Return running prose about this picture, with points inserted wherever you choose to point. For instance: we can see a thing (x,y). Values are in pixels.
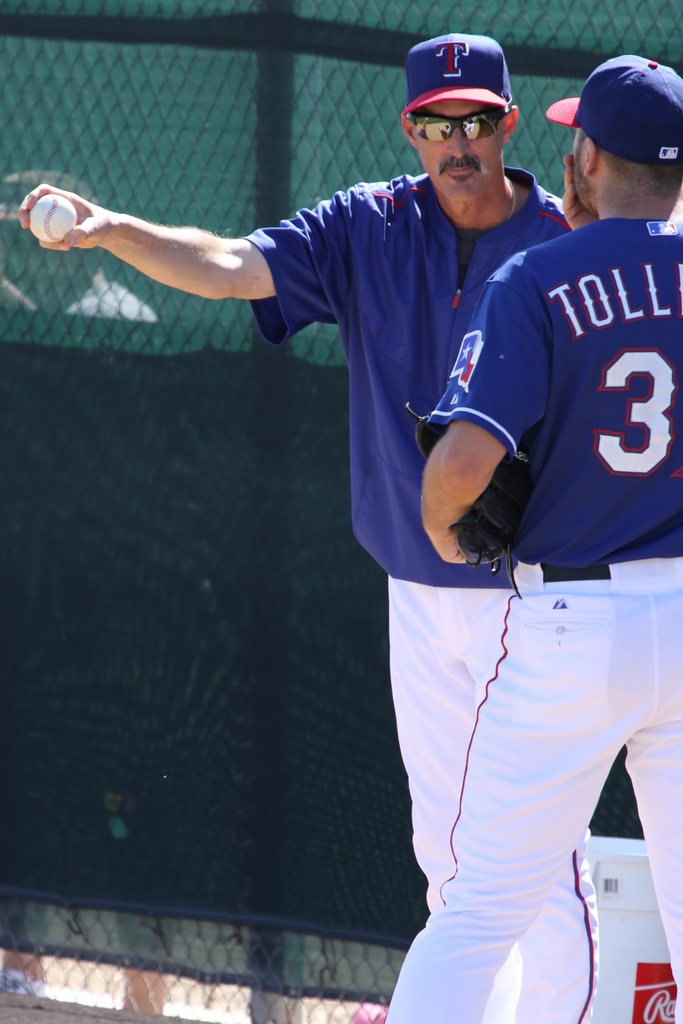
This image consists of two persons (680,646). They are wearing the same dress (402,545). They are wearing caps (579,107). One of them is holding the ball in his hand (89,219). There is a net (152,763) behind them.
